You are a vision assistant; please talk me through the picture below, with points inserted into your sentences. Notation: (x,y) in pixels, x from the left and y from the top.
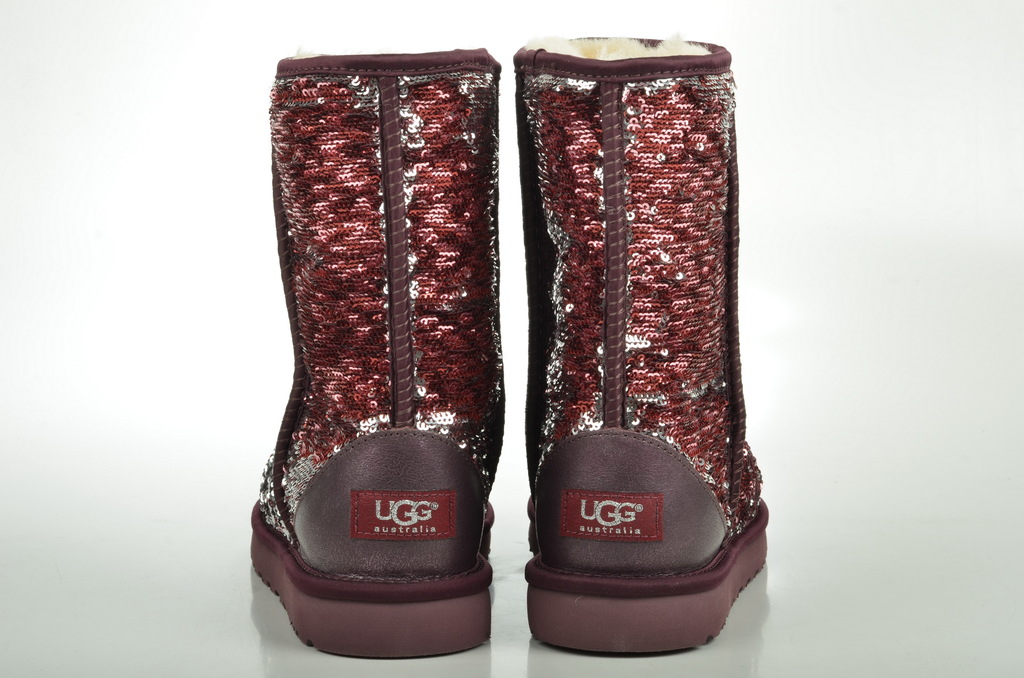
In this image I see 2 boots (360,224) which are of brown, maroon and white in color and I see few words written on these cloth (564,531) and it is white in the background (766,336) and I see the white surface (92,675) over here.
